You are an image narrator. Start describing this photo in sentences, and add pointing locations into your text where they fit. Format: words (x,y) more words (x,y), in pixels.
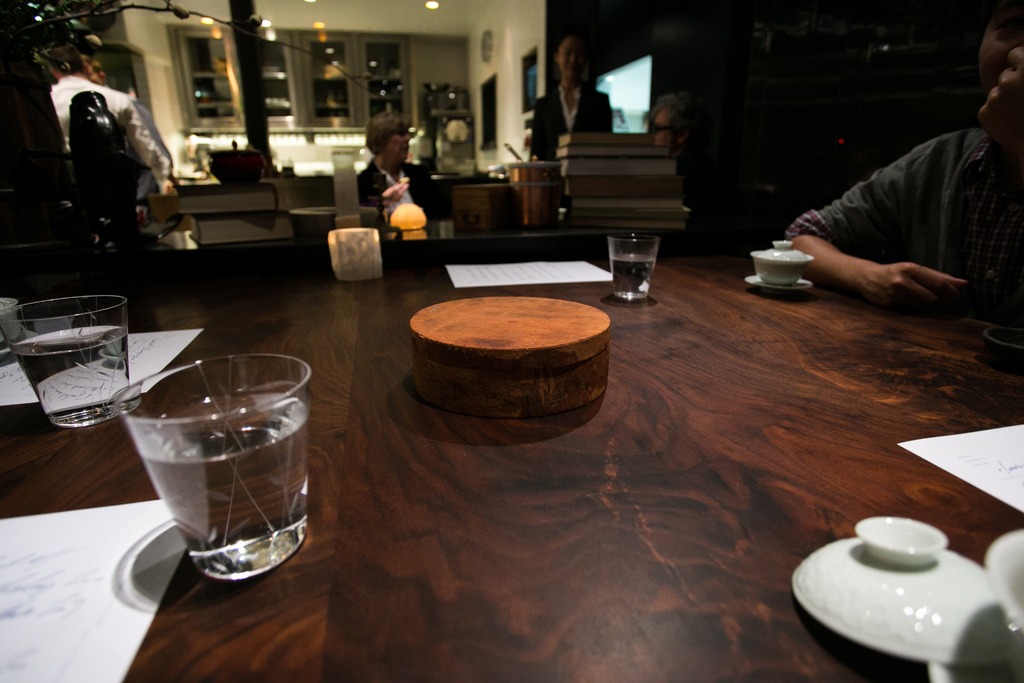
on a wooden table (367,459) there is a glass (180,497), paper (59,605), bowl (907,616). at the right (910,221) a person (975,180) is sitting. behind them there is another table (622,230) on which there are books (627,155). at the back (555,99) people (387,151) are sitting and a person (597,119) is standing. behind them there are cupboards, white wall (498,74).
